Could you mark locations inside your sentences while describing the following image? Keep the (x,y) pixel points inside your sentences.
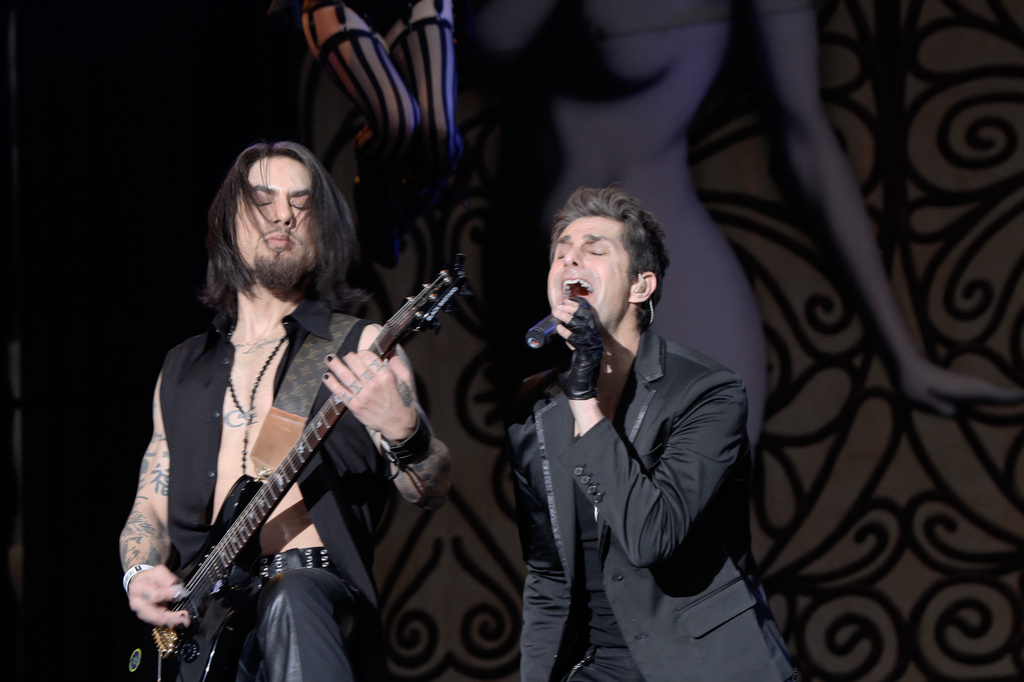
There is a person (529,681) standing on the right side (758,681) and he is singing on a microphone (537,332). There is a person (329,484) on the left side (134,522) and he is playing a guitar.
